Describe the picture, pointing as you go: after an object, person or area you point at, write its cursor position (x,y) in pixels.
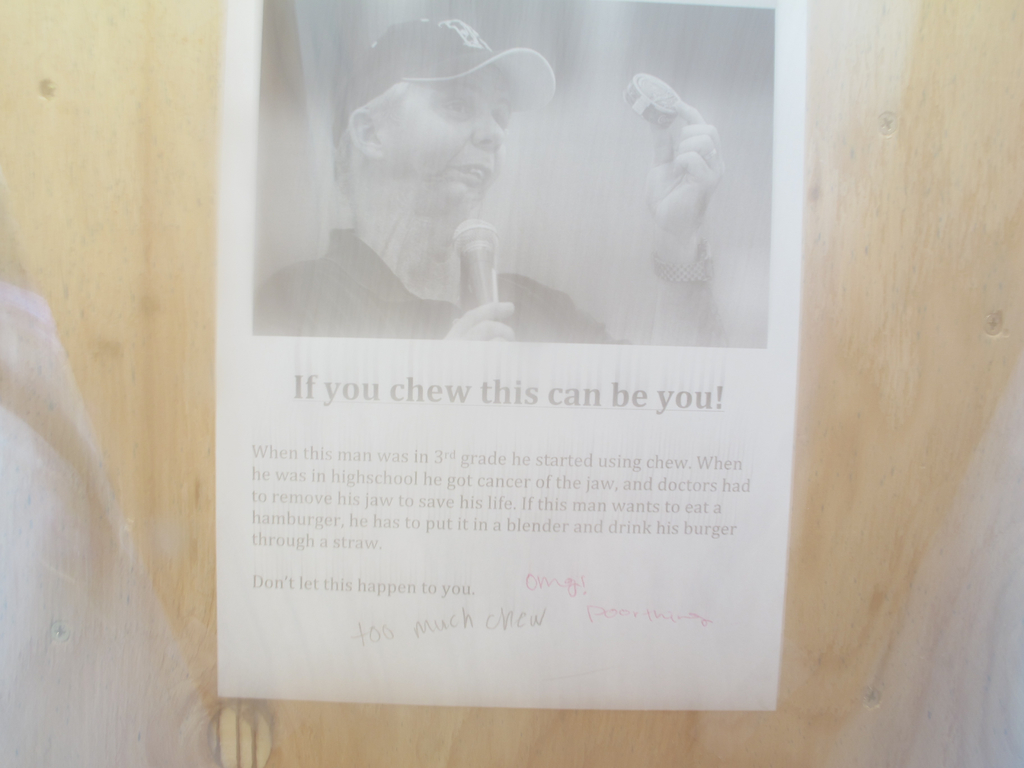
In this image there is one poster (473,489) is attached on the wooden thing (64,306) as we can see in middle of this image (503,278), and there is a picture (535,206) of a person (389,197) is holding some object (635,93) at top of this image (494,157) and there is some text (321,383) as we can see at bottom of this image (412,536).
